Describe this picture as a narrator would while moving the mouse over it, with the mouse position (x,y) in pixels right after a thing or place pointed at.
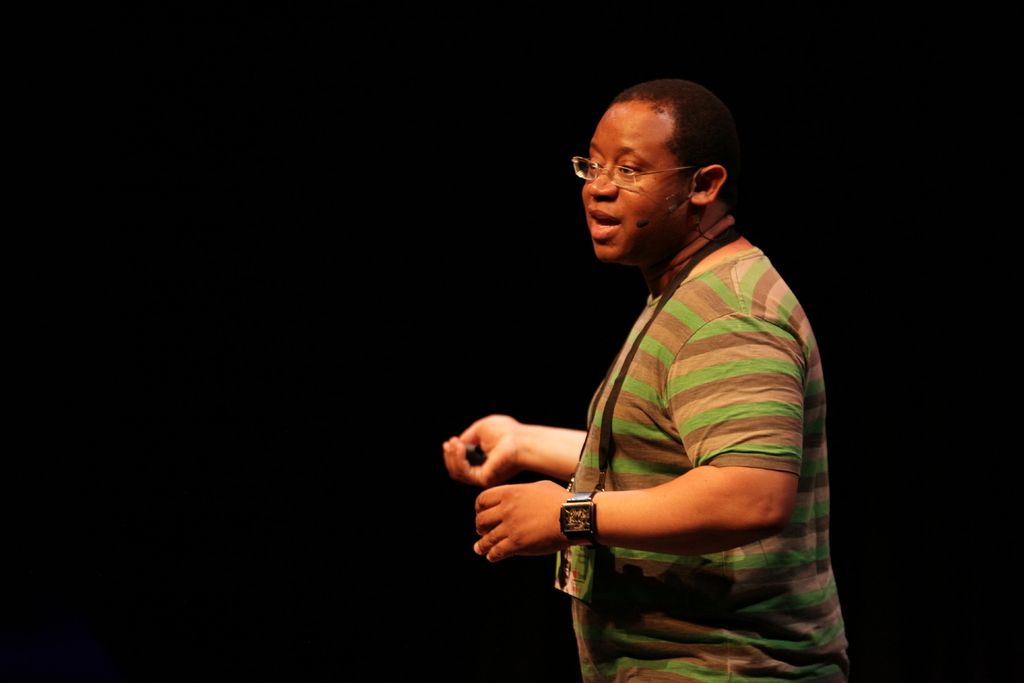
In the center of the image (506,424) there is a person (608,139) wearing spectacles (649,171) and watch (589,501). The background of the image (87,139) is black in color.
